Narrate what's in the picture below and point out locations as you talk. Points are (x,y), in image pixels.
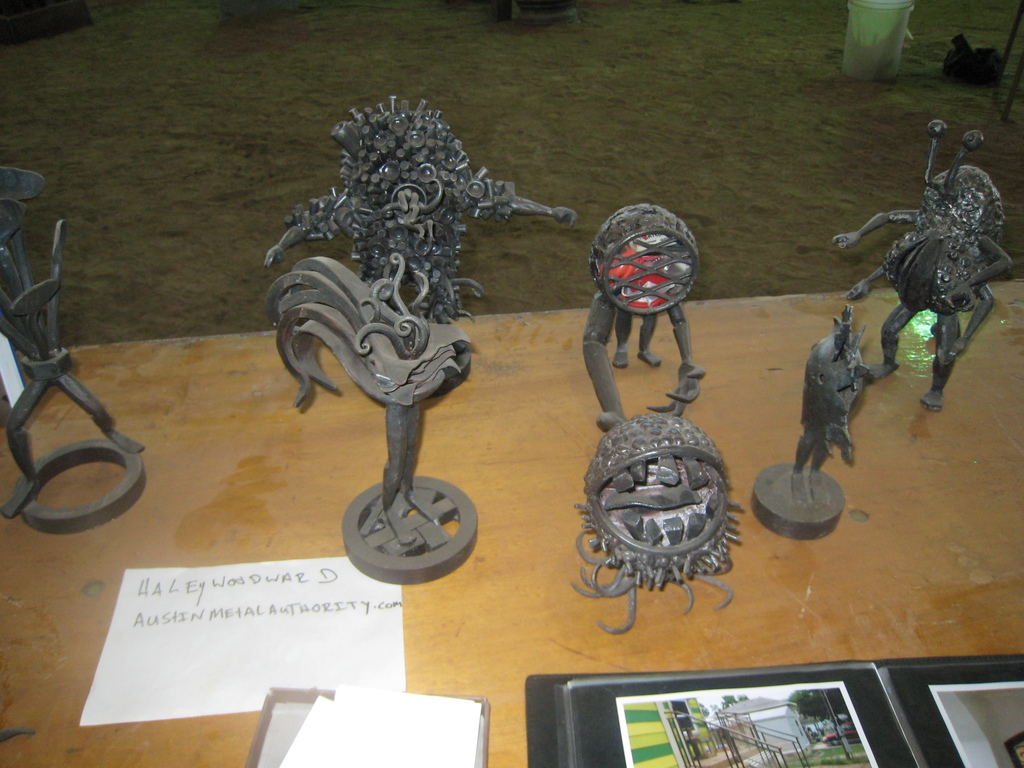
In this image I can see few black color statues (620,441), papers (325,740) and file (798,725) on the brown color table (908,595). Back I can see white and black color objects (895,67) are on the ground (617,107).
